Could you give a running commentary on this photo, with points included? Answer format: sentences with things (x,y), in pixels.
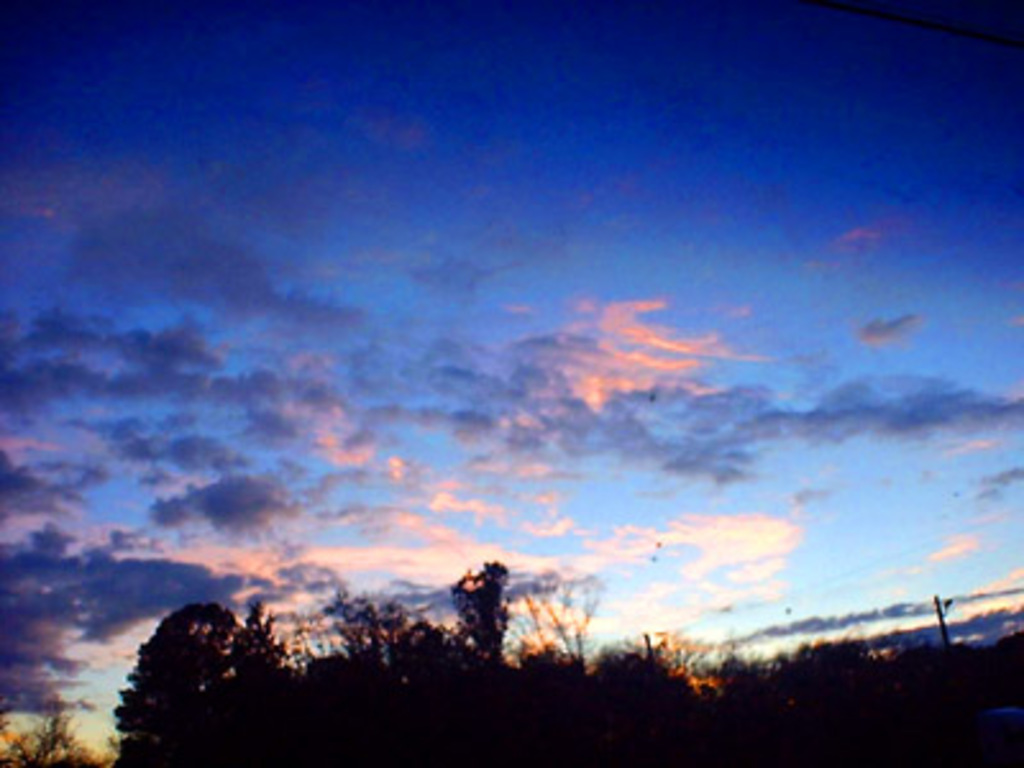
In this image at the bottom (511,694) there are some trees (410,682), at the top of the image (559,176) there is sky (628,362) and on the right side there is one pole (937,602).
